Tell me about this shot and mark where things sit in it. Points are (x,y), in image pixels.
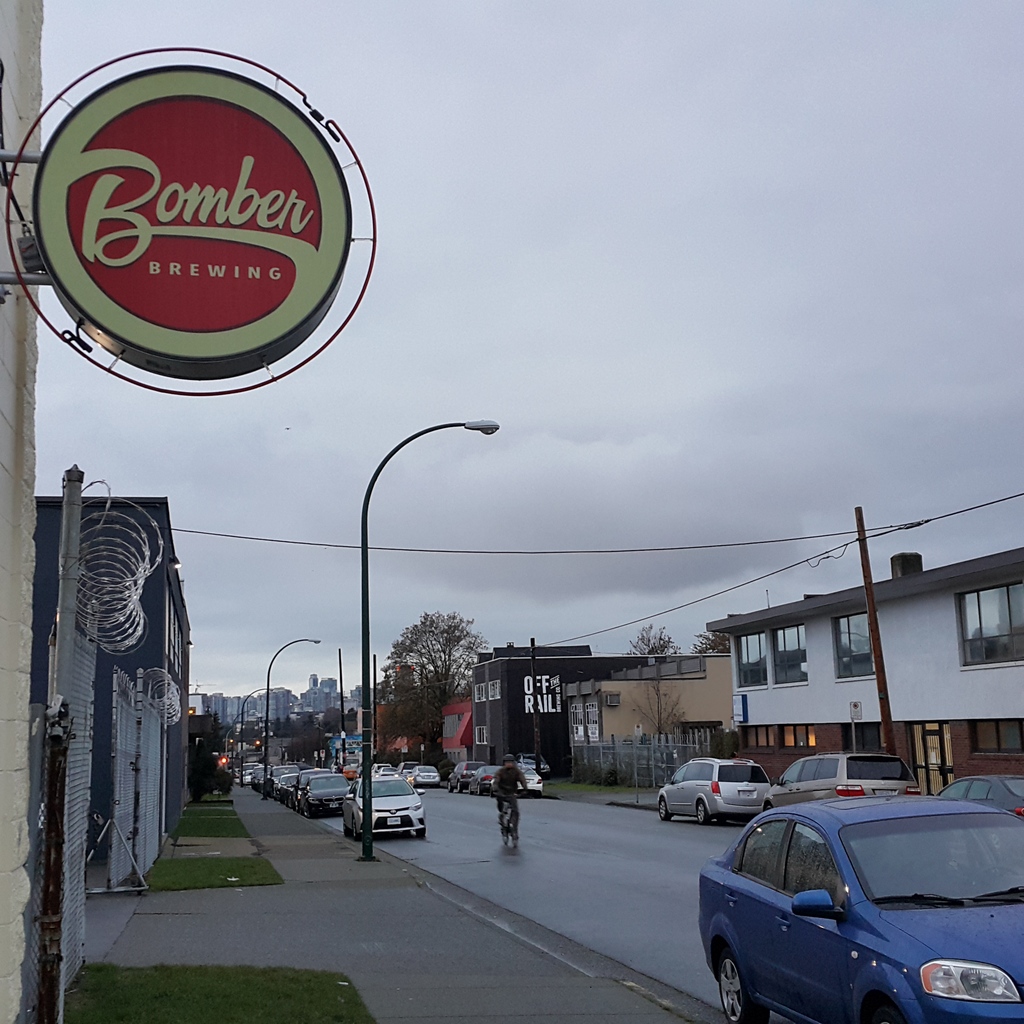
In the foreground of this image (3,206), on the left (71,240), there is a board (54,177) to a wall (11,110). On the right (815,930), there is a blue color car (959,966). In the background (915,673), there are buildings (186,655), fencing (126,605), a bicycle (512,826) moving on the road (478,809), few vehicles (713,761) parked side to the road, poles (369,523), trees (445,653), cloud (497,632) and the sky (284,619).
